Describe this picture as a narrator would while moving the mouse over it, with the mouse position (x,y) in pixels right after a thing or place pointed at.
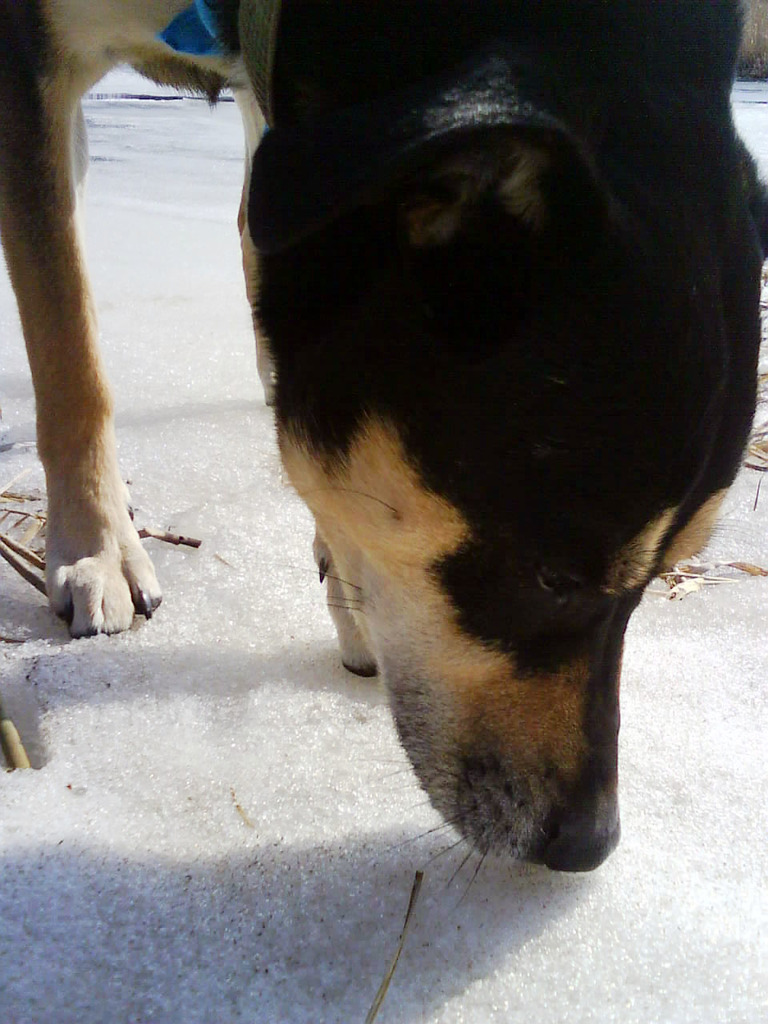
Here in this picture we can see a dog (263,181) present on the ground (166,389), which is fully covered with snow (102,685) over there.
